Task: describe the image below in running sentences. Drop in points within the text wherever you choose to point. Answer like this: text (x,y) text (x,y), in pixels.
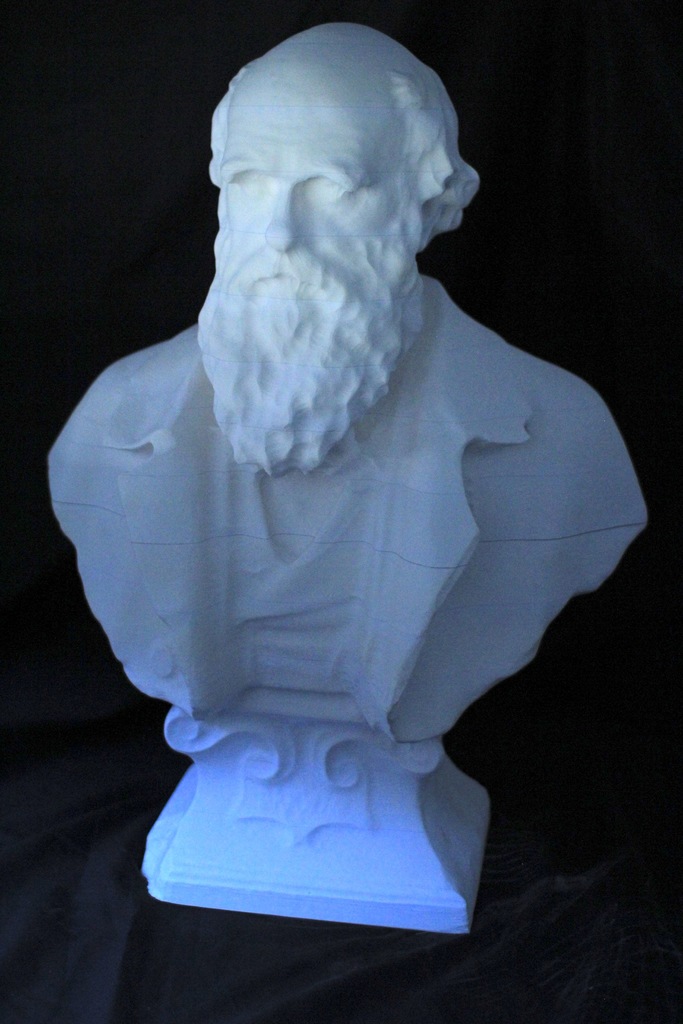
This image consists of a sculpture (284,612) in white color.
